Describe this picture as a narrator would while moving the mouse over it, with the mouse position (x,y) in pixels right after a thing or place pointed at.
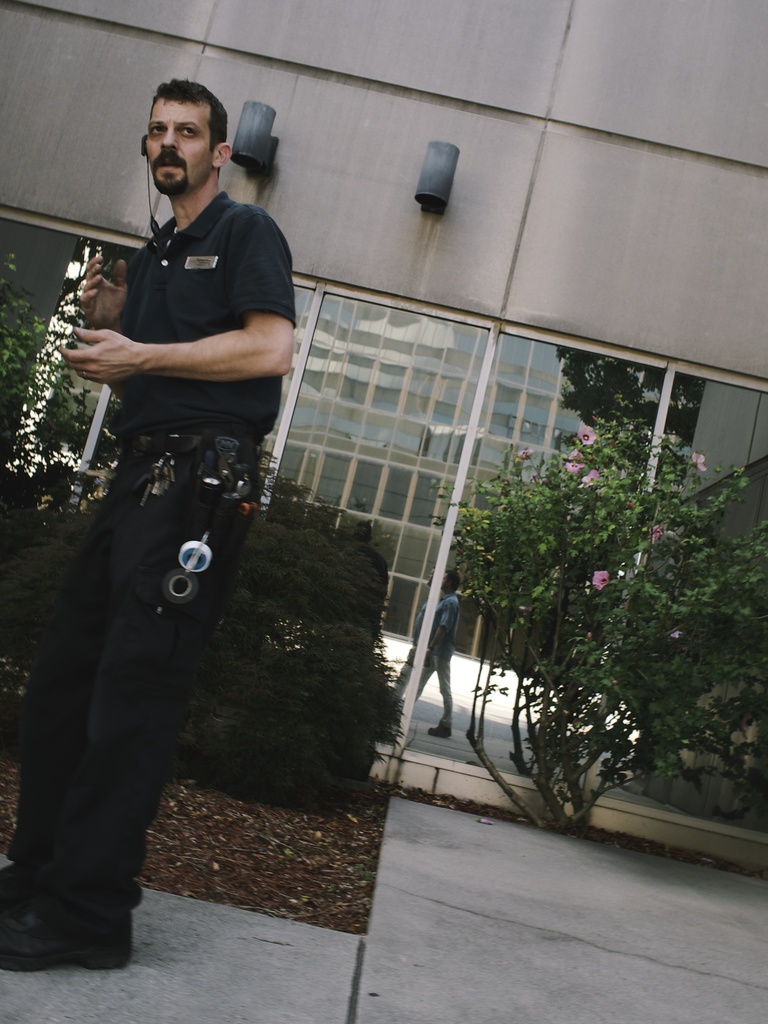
In this picture we can see a man (136,518) is standing on the ground (65,980). Behind the man (145,613), there are trees (25,509) and a building (409,385) with glass windows (397,402). On the glass windows (419,428), we can see the reflections (511,422) of trees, a person (431,661) and a building (374,340).
